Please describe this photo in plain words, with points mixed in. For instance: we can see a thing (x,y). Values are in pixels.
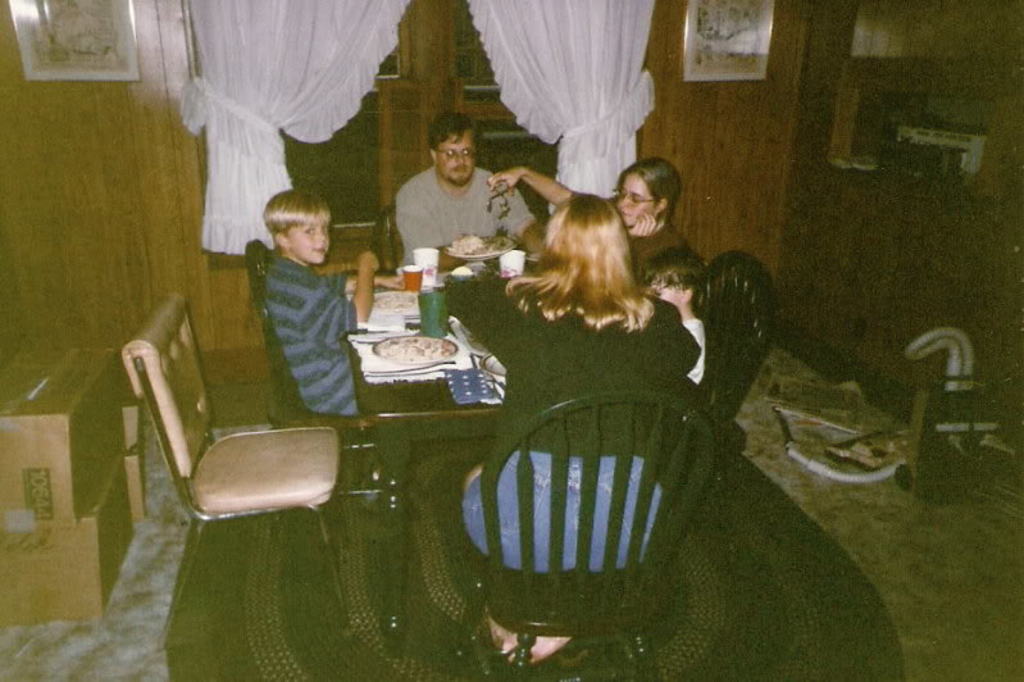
This is a picture of five people (496,332) sitting on the chair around the dining table (492,364) and there are two white curtains (257,216) and some boxes (47,617) on the floor (234,524).
